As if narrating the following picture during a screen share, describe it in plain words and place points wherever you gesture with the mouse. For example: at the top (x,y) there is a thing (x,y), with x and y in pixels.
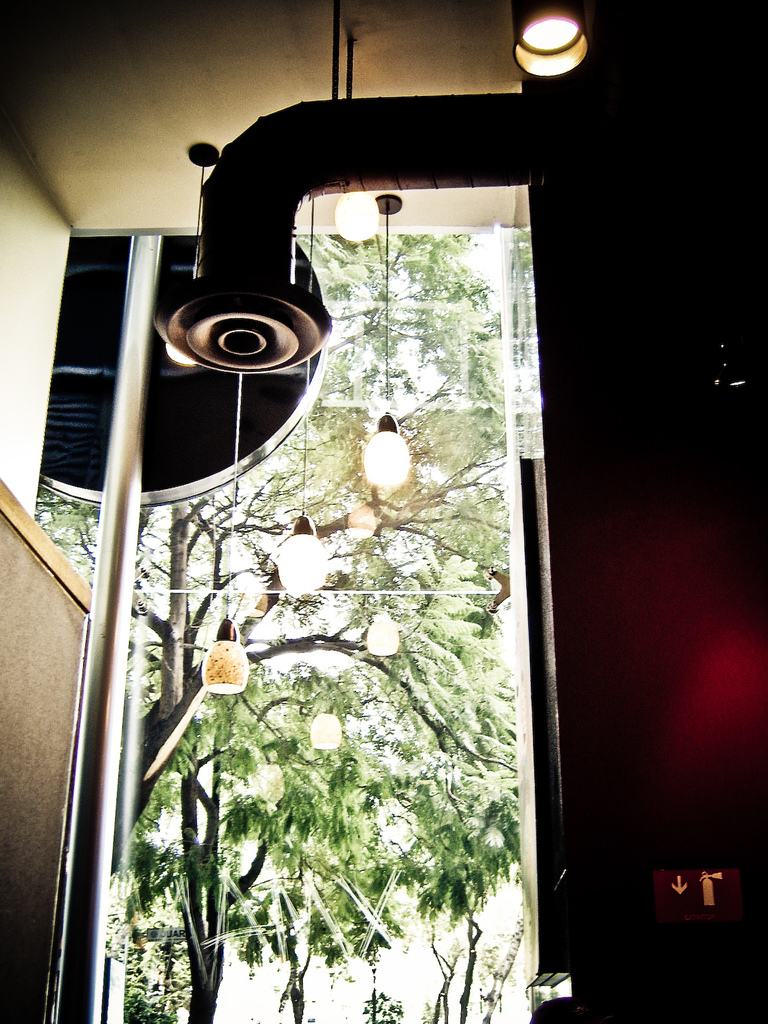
In this image, we can see lights (230,645), board (111,376), pole (126,385), wall (39,341) and glass object (350,688). Through the glass (242,914) we can see trees (470,784). On the right of the image (698,889), we can see some object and sign board (704,899). Top of the image (484,149), we can see pipe (367,163) and light (545,39).
